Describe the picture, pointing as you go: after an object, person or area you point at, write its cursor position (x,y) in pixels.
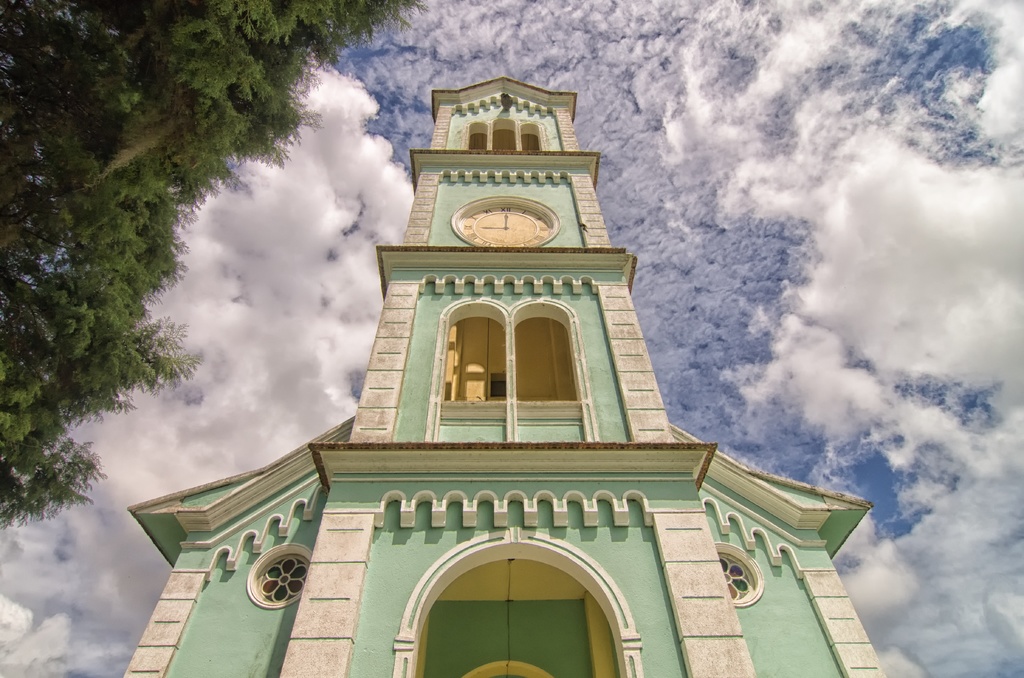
In this picture I can see there is a building (616,358) and it has windows (516,322), clock (539,241) and it has dial (526,234), a minute and hour hand (491,227). There is a tree (63,337) into left and the sky (831,97) is cloudy.
